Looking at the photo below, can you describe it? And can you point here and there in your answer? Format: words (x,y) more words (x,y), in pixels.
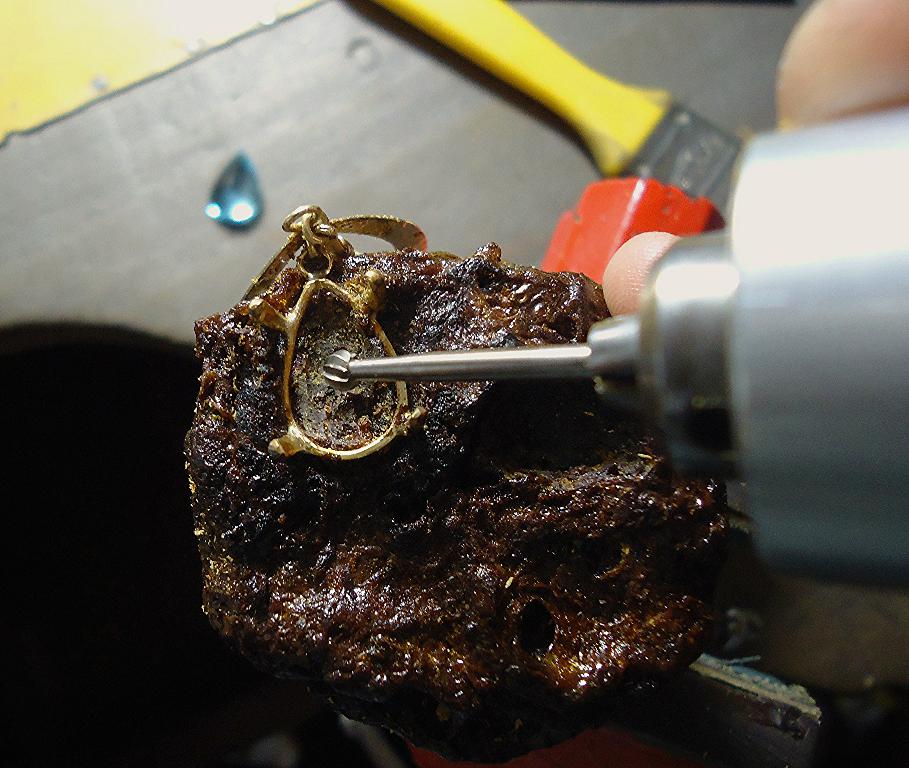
In this image I can see an object (774,320) in a person's hand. Here I can see a brush (678,141) and other objects (629,204).
